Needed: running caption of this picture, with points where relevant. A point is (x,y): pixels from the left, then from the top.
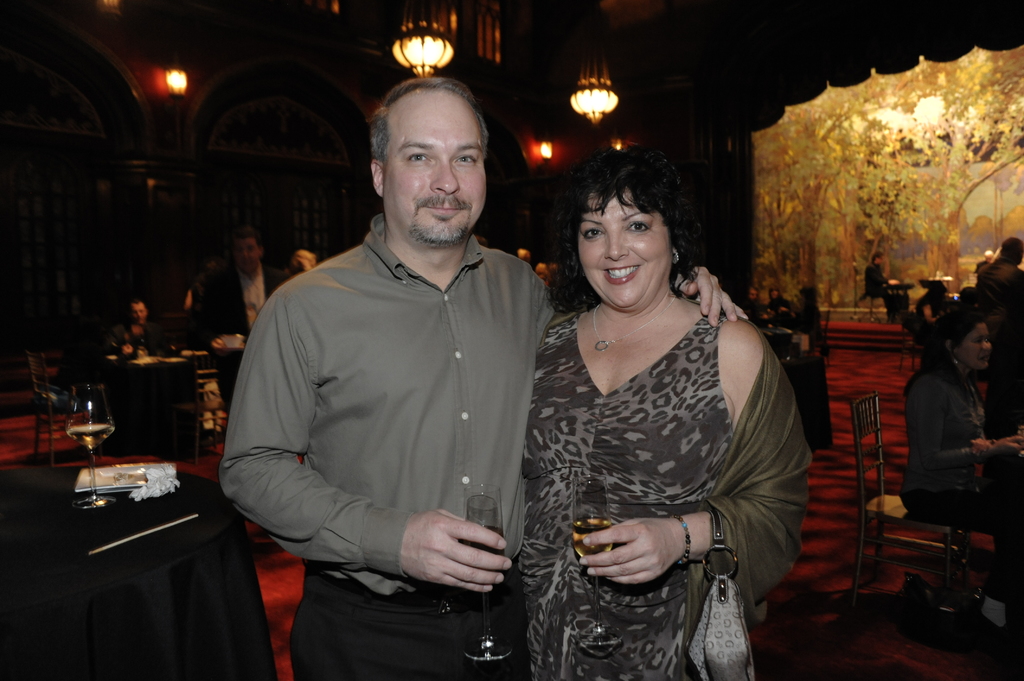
In this image I can see two persons (526,434) standing. The person (526,434) at right (686,458) wearing black and brown color dress (702,461) holding a glass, and the person (375,430) at left (317,666) wearing brown shirt (362,512), black pant (367,616). Background I can see few other persons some are sitting and some are walking and I can also see few lights (588,86).
